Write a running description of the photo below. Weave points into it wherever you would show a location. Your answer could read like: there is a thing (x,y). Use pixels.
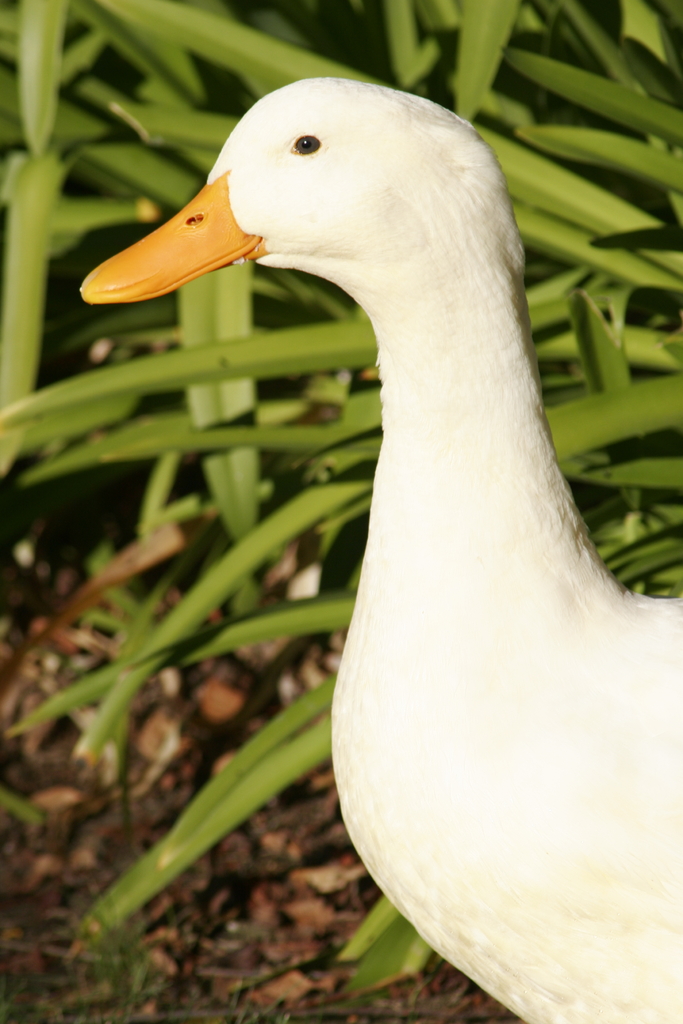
This image is taken outdoors. At the bottom of the image (159,950) there is a ground (236,948) with dry leaves (156,806) on it. In the background (107,212) there are a few plants (252,306). On the right side of the image (524,837) there is a duck (469,417).
